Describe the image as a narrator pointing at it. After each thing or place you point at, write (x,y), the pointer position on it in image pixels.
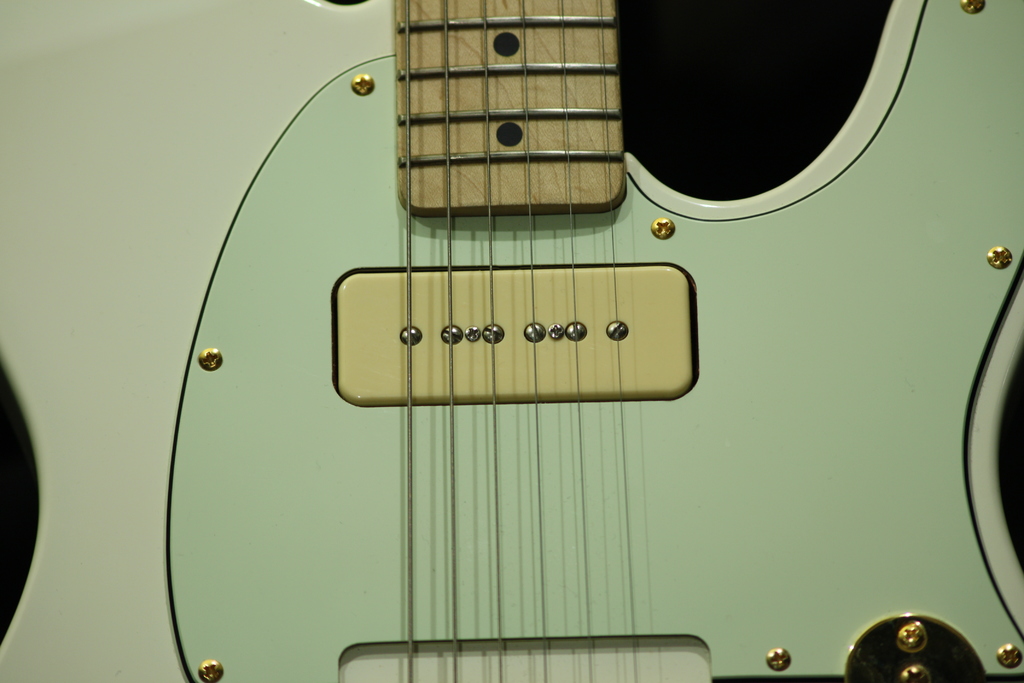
We can see guitar (205,472) and strings (412,497). In the background (691,149) it is dark.
